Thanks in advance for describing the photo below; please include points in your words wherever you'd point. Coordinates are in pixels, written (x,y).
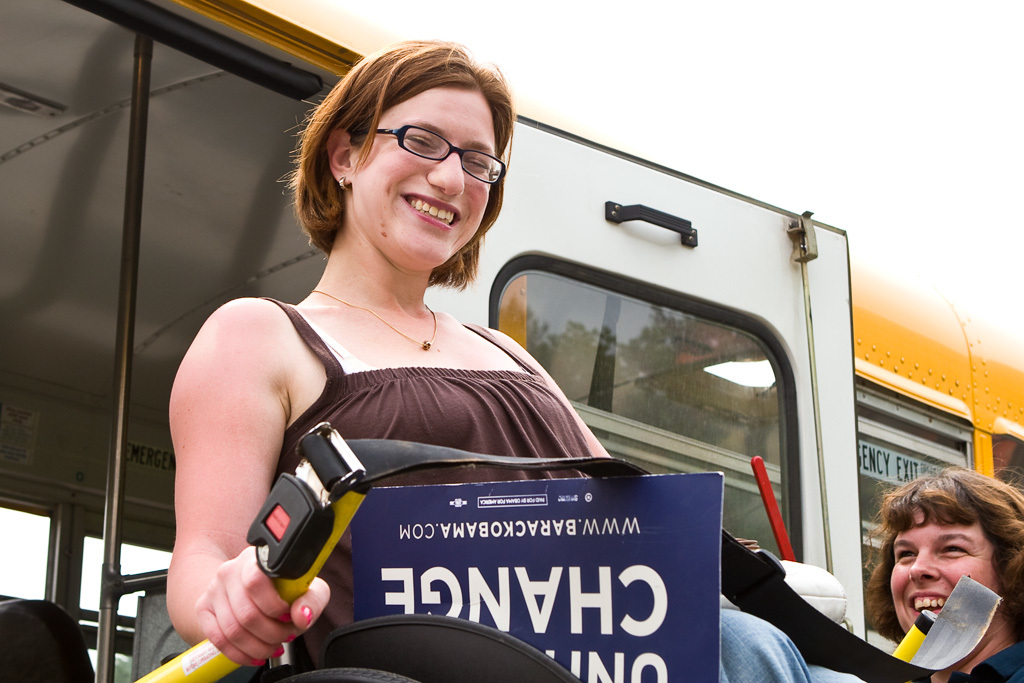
In this image there is a person (190,538) sitting on the chair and smiling, and in the background (976,677) there is a vehicle (1011,430) and a person (982,583).
